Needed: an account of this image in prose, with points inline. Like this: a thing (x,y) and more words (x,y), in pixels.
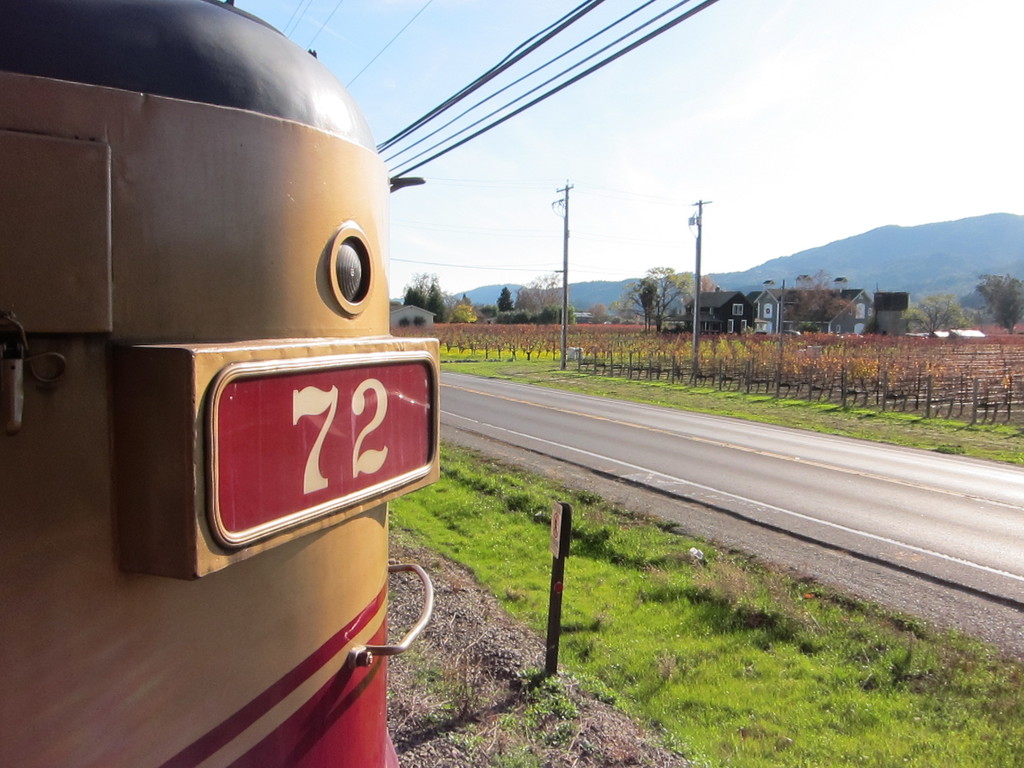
In this image, there are houses (736,310), trees (649,306), electric poles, plants (733,370) and the road (660,465). At the bottom of the image (780,666), I can see the grass (547,551) and a board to a pole (551,667). On the left side of the image (269,457), I can see a number plate (281,428) attached to a metal object (207,188). At the top of the image (414,131), there are wires (459,118). In the background (623,264), I can see the hills (782,263) and the sky (828,206).
